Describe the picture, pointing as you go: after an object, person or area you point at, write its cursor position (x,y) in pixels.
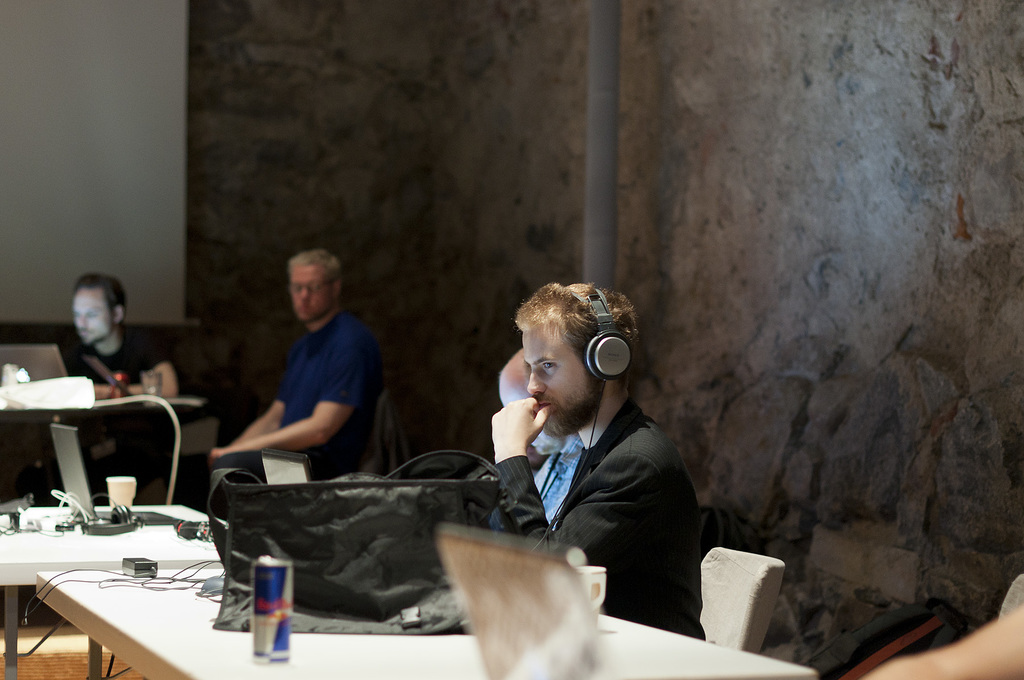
Here we can see three persons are sitting on the chairs (391,401). This is table (437,646). On the table (456,653) there is a bag (365,486), tin (275,584), and cables (123,575). This is laptop (32,362). On the background (399,127) there is a wall (399,127).
